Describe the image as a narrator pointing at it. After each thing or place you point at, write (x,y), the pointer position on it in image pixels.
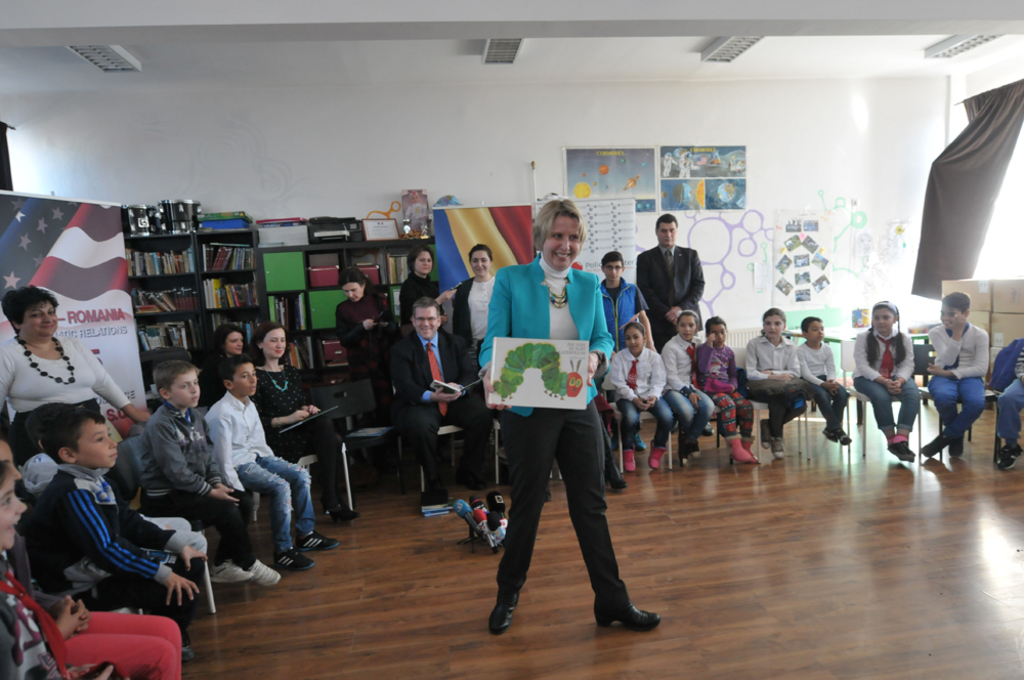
This picture describes about group of people (697,406), few are seated on the chairs (852,395) and few are standing, in the background (496,259) we can see few hoardings (475,226), books (182,307) and other things (267,242) in the racks (279,252), and also we can find few posters (736,180) on the wall (762,187), on top of them we can see few lights (950,47), on the right side of the image (968,172) we can find few boxes (992,337) and curtains (977,199).
